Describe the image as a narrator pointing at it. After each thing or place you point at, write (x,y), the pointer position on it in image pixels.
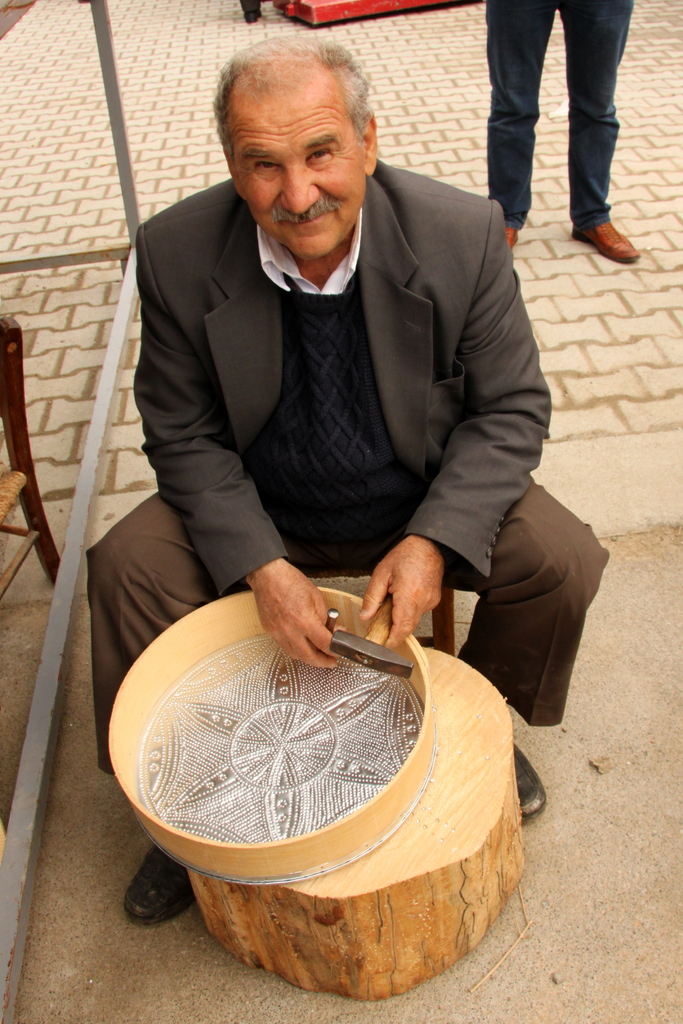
In the foreground of this picture (335,398) we can see a man (332,250) wearing blazer (438,394), holding a hammer (386,616) and a metal object (330,621) and sitting on the stool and we can see the wooden objects (419,835) are placed on the ground (523,906). In the left corner (116,141) we can see the chair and the metal rods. In the background (490,21) we can see a person (526,150) standing on the pavement (208,36) and we can see some other items (375,14).
